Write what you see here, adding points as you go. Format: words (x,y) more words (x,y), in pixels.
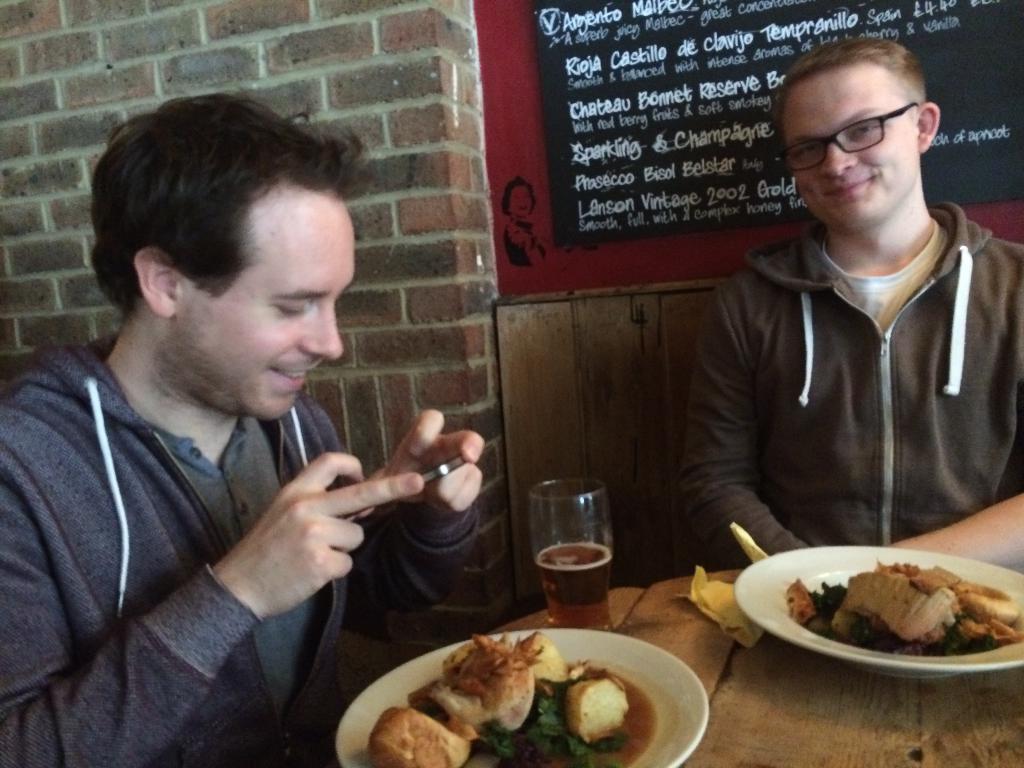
In this picture there is a man (228,316) who is wearing hoodie (314,429) and t-shirt (294,641). He is holding a mobile phone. He is sitting near to the table (988,677). On the table (1023,749) there are two plates (622,654), paper (729,593) and beer glass (599,544). In that plates (561,630) I can see some food items (551,692). On the right (860,79) there is a man (886,75) who is wearing hoodie (912,330), t-shirt (893,285) and spectacles (860,142). He is sitting on the chair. Both of them are smiling. At the back (737,199) there is a black board (611,221) on the red wall (547,230). In the top left corner (69,82) there is a brick wall (83,83).
